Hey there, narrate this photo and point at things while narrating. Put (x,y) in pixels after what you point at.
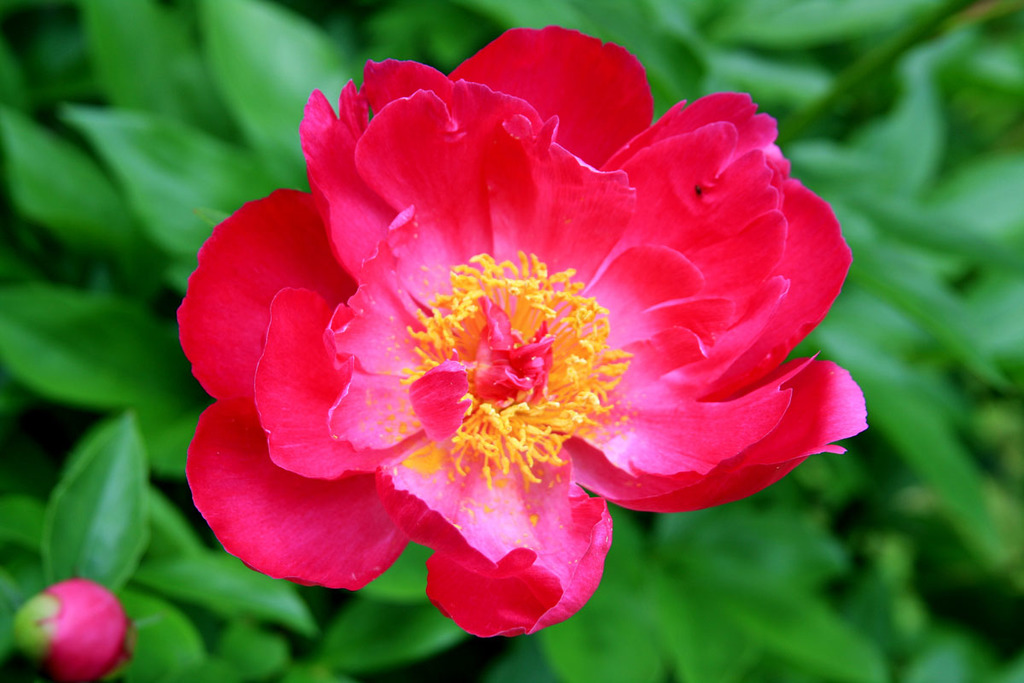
In this image I can see the red and yellow color flowers (275,545) to the plants (634,530).
